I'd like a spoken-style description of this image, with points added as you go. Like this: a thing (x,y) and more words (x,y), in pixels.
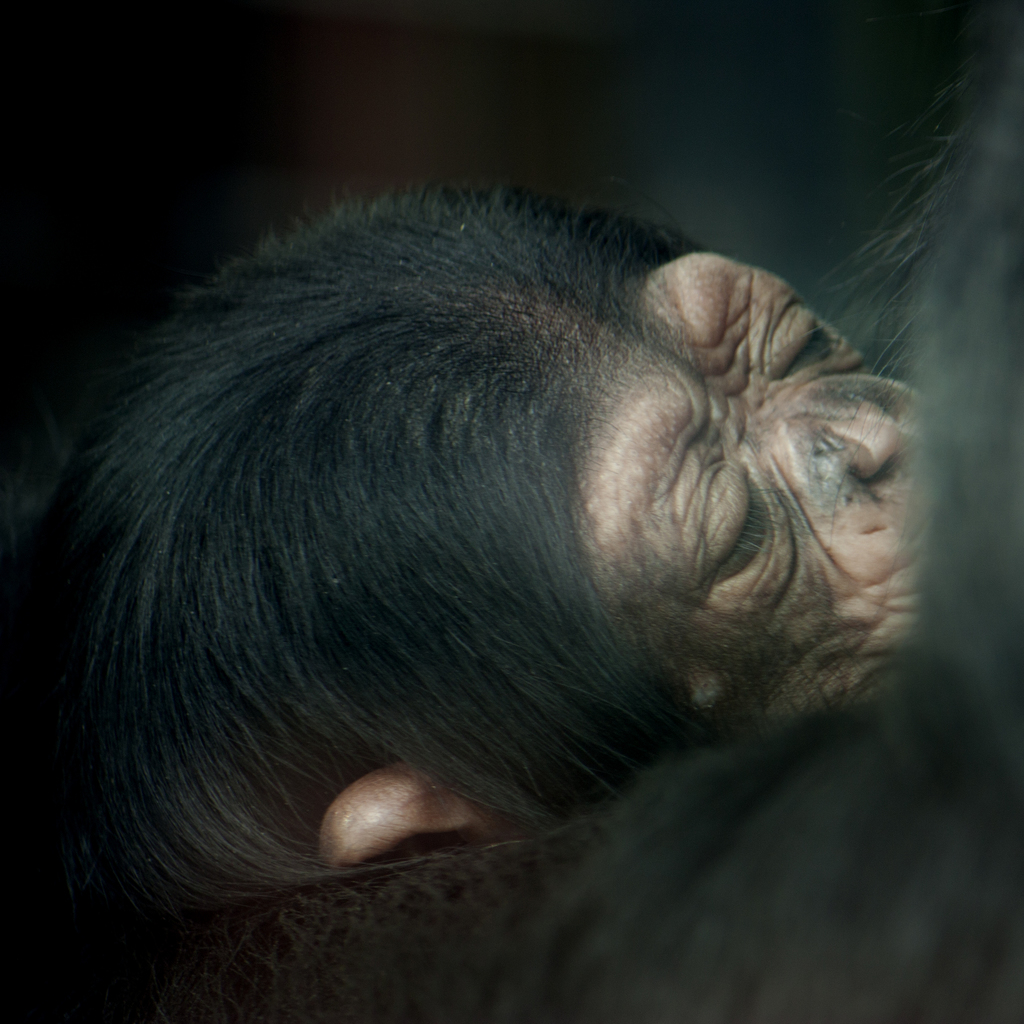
In this image I can see an animal (676,511) which is in black and brown color. And there is a black background (369,132).
